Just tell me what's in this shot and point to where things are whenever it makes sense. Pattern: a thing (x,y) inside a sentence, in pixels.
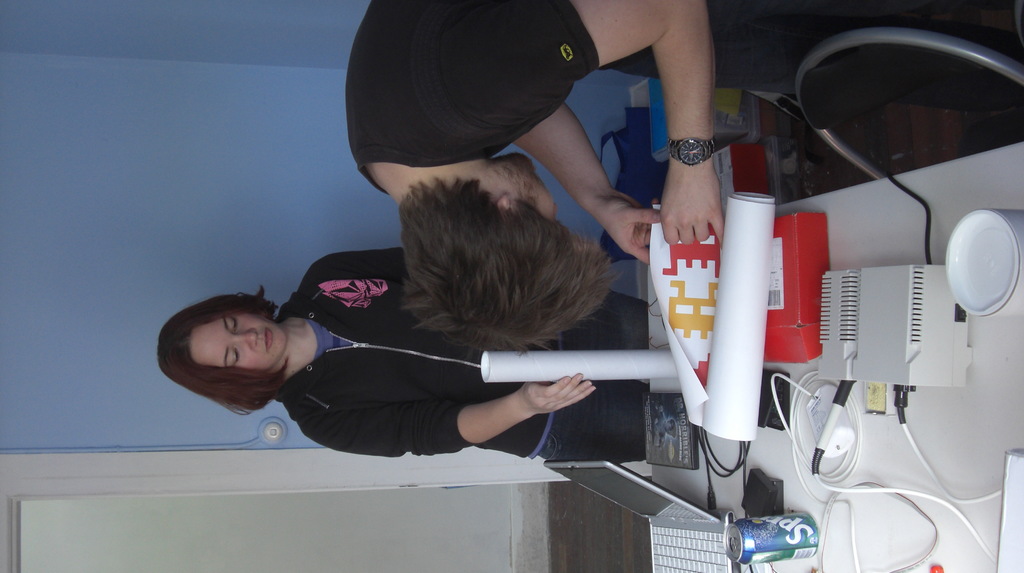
In this picture, we see a man (393,129) and the women (392,424) are standing. In front of them, we see a table (928,430) on which laptop (682,561), soda can (770,541), cables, electronic good (857,307) and charts (699,406) are placed. Behind them, we see a blue bag (632,160) and the boxes (724,150) in red and blue color. In the background (250,178), we see a wall (214,165) in blue color. In the right top (905,42), we see a chair (835,132). This picture is clicked inside the room (912,144).
